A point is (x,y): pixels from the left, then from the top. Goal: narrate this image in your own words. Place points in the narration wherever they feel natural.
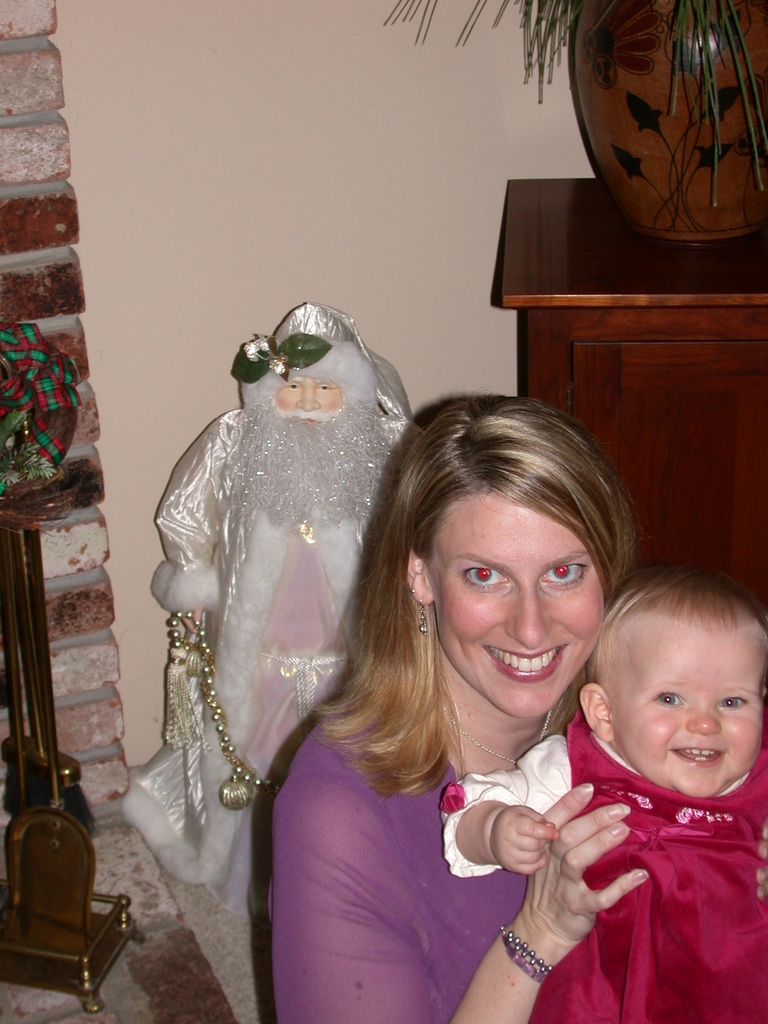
In this image I see a woman (396,821) over here who is holding a baby (646,771) in her hands (606,833) and I see that both of them are smiling. In the background (279,310) I see the wall (259,126) and I see a toy (291,362) over here which is of white in color and I see the brown color things (85,608) over here and on this table (740,366) I see a pot (619,108) in which there is a plant (724,14).
